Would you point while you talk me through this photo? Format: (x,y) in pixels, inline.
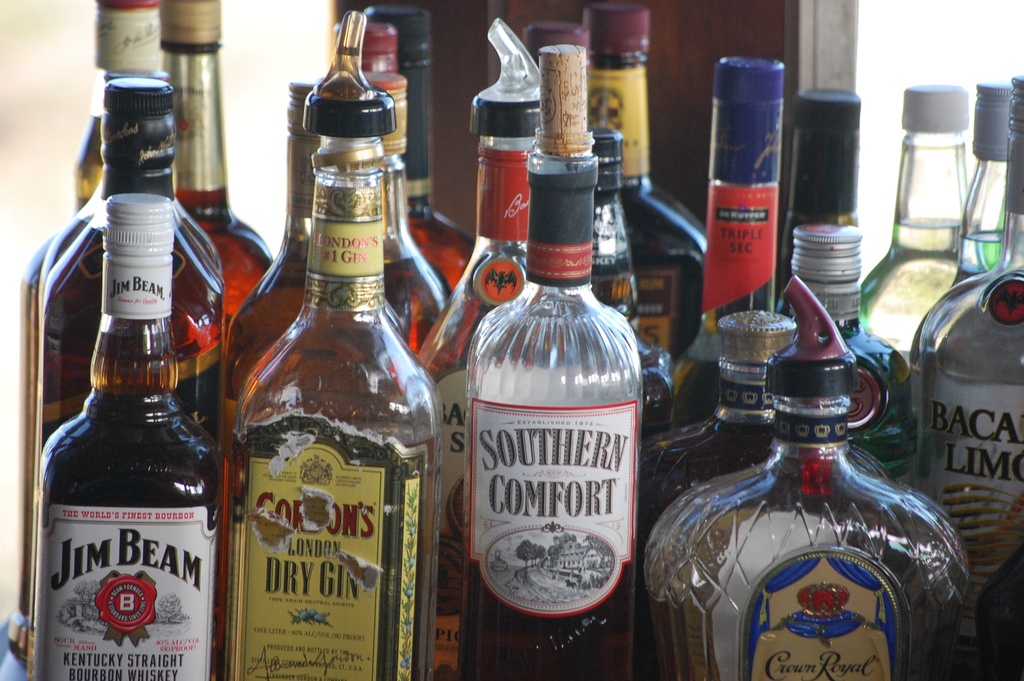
In this image there are bottle (713,393). In the left (82,562) on bottle (70,566) it is written ¨JEAM BEAM¨. On the middle (586,454) it is written ¨SOUTHERN COMFORT¨.
